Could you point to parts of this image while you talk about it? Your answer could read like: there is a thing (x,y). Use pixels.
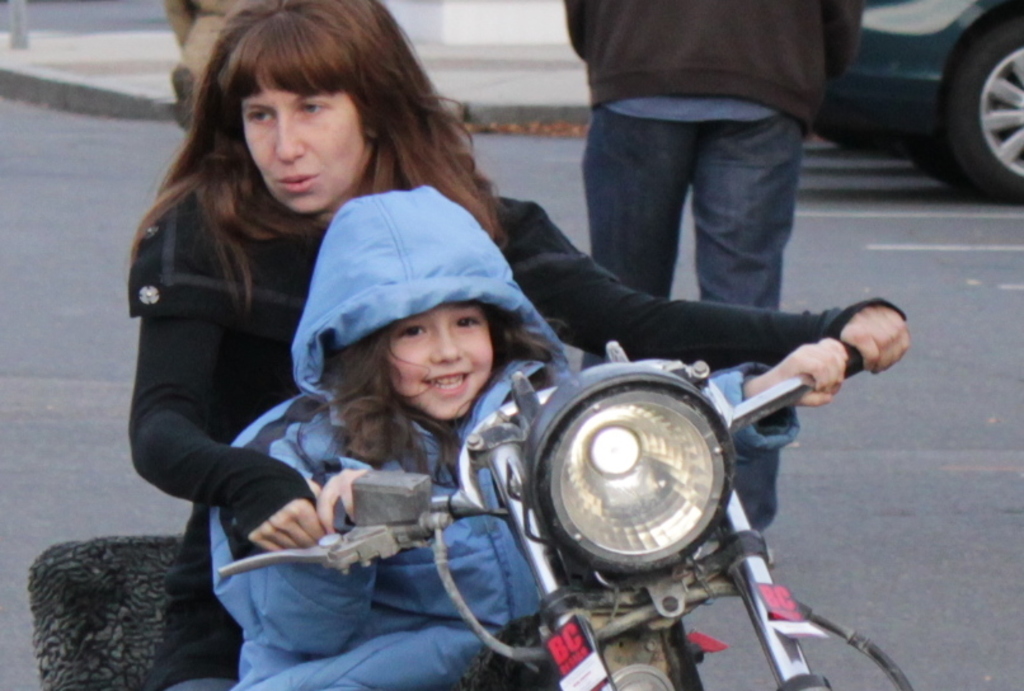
In the foreground of the image (629,377) we can see two persons (546,262) sitting on the motorcycle (462,602). One woman (274,264) with long hair (363,88) is wearing a black coat (225,408) and a girl (454,437) is wearing a blue coat (730,382). In the background (753,68), we can see two persons (762,140) standing on the ground (859,382) and a car (975,93) is parked on the road (962,235).
